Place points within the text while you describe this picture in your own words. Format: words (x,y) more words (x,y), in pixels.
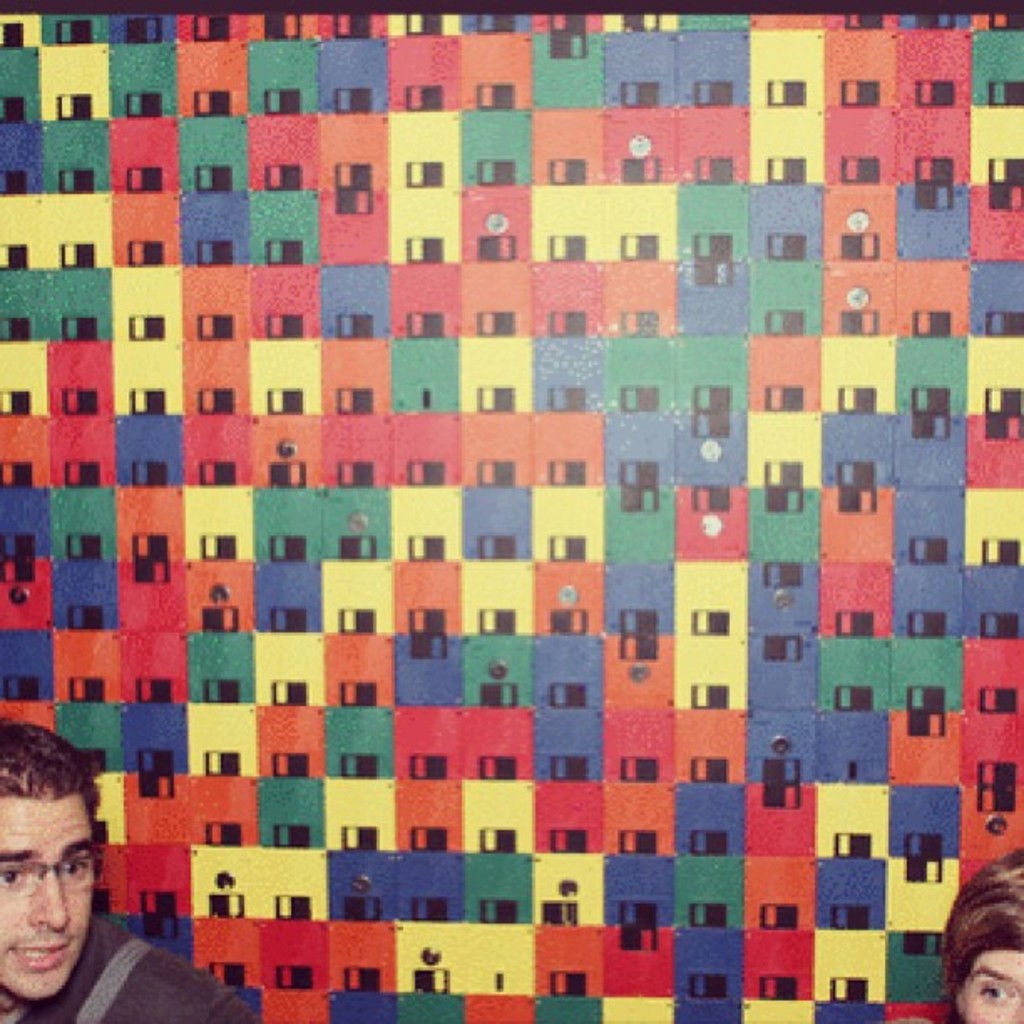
There is one man (1,974) present in the bottom left corner of this image (112,939). There is one other person (1023,868) is in the bottom right corner of this image (972,973). We can see a wall (939,984) in the background (366,521).
